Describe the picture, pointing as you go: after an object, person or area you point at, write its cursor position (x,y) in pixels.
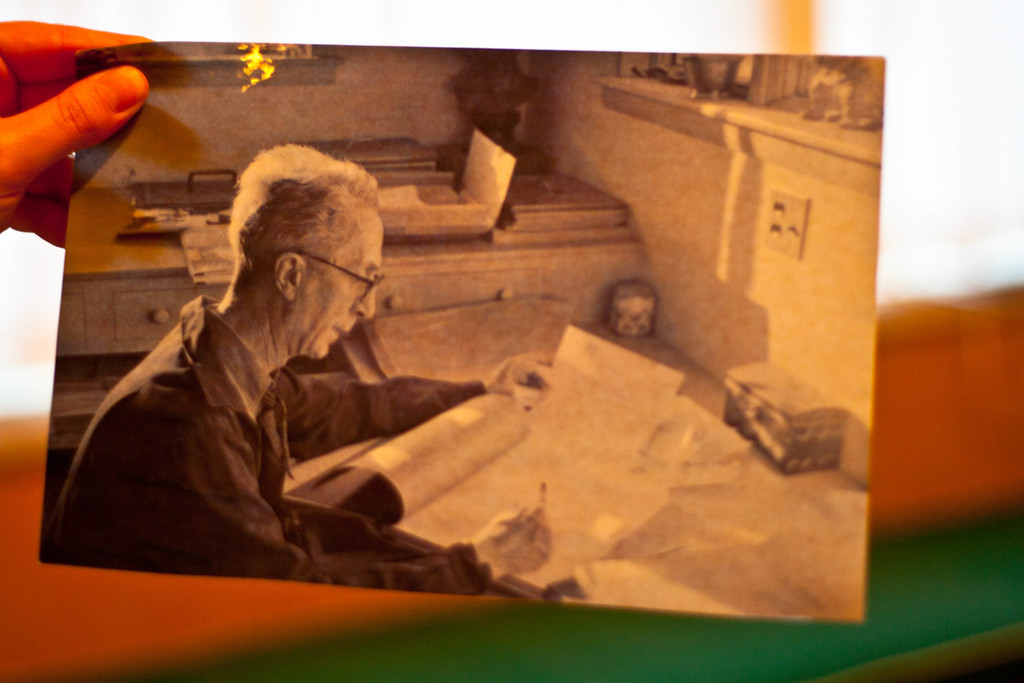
In this image on the left side (95,127) we can see a person's fingers (112,125) holding a photograph (454,328). In the photo (442,343) we can see a person (312,292) is sitting and writing on papers (453,495) which are on the table (455,364) and there are books (441,172) and objects (210,198) on the tables (556,313). In the background (720,668) the image is blur.
